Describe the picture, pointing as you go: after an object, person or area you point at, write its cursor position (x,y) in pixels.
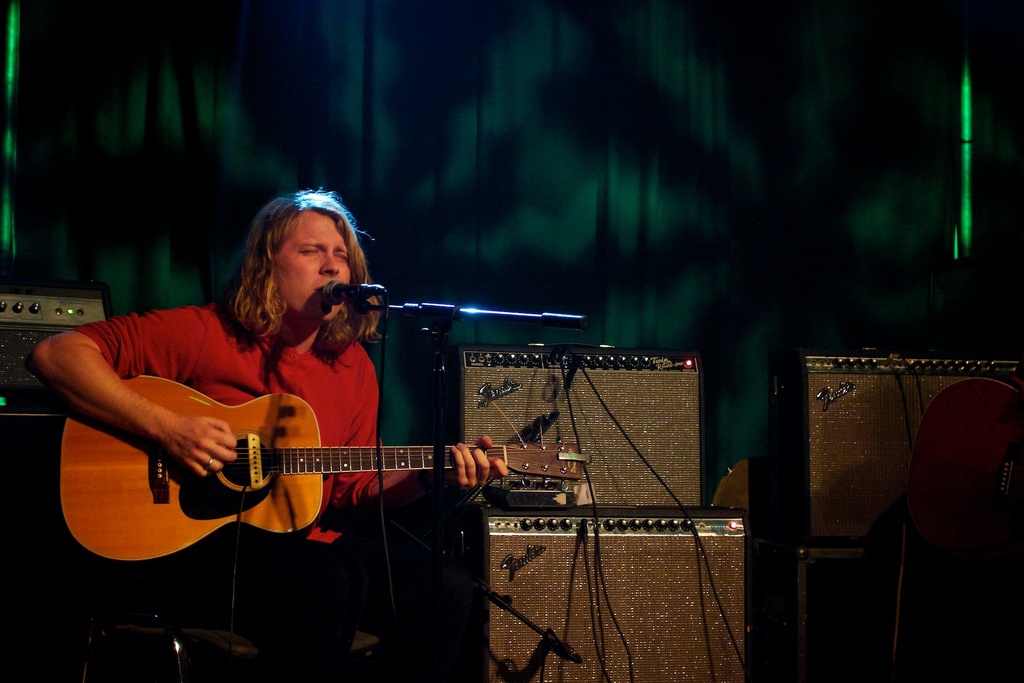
In the left (293,199), a person (277,595) is sitting on the chair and playing a guitar (285,414) and singing a song in mike (335,301). The background (192,101) is green and black in color. On the right bottom (923,556) and left, speakers (691,478) and sound boxes (682,553) are visible. This image is taken on the stage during night time.
